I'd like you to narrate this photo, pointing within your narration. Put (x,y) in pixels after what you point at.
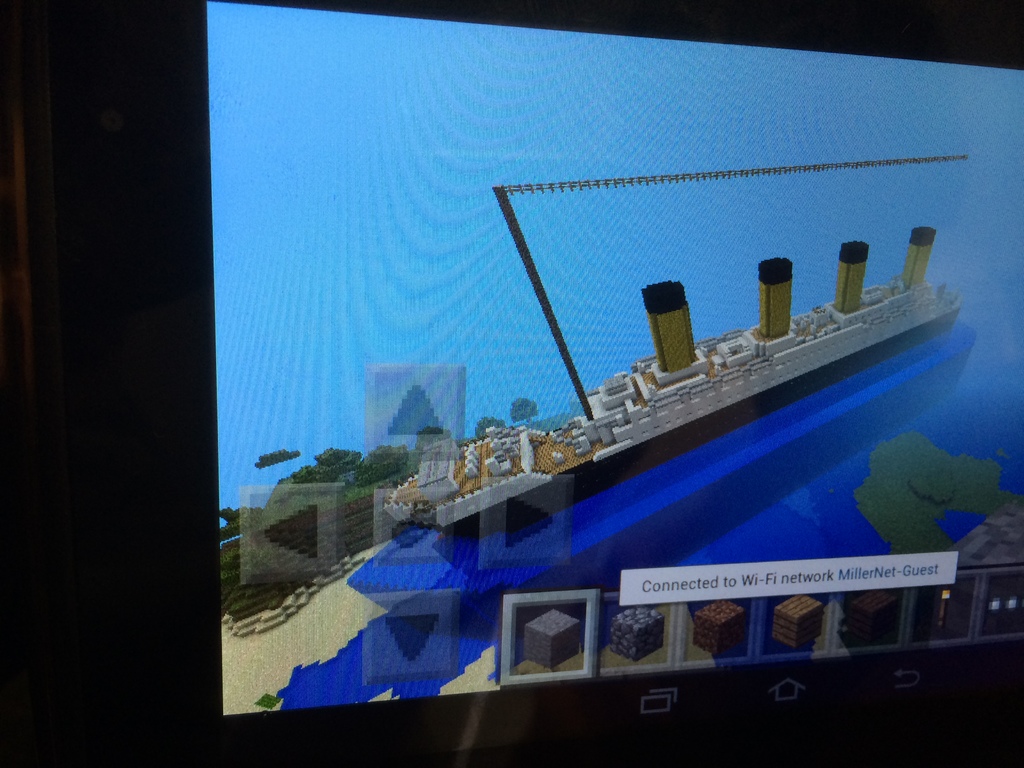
In this image we can see a screenshot which is an animated image, where we can see a ship (568,475) is floating on the water (782,428). Here we can see some text (753,583).
